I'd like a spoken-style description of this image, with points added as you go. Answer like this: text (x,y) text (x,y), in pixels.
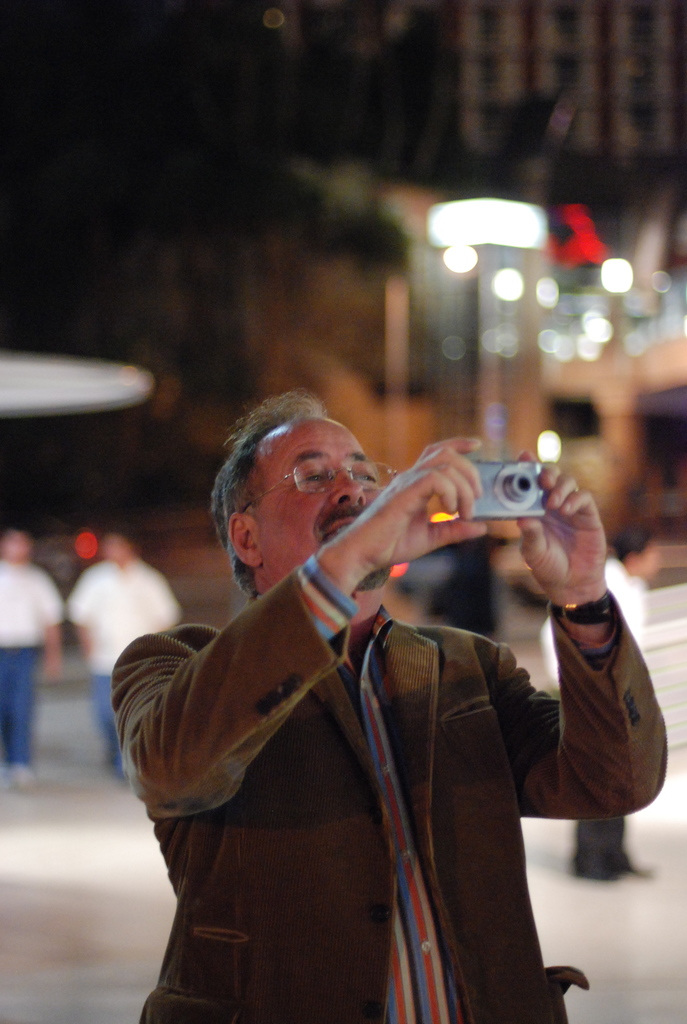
In this picture we can see a man (327,975) who is taking a snap with the camera (501,489). On the background (5,602) we can see two persons (21,536) standing on the floor (137,976). And these are the lights (627,288).
